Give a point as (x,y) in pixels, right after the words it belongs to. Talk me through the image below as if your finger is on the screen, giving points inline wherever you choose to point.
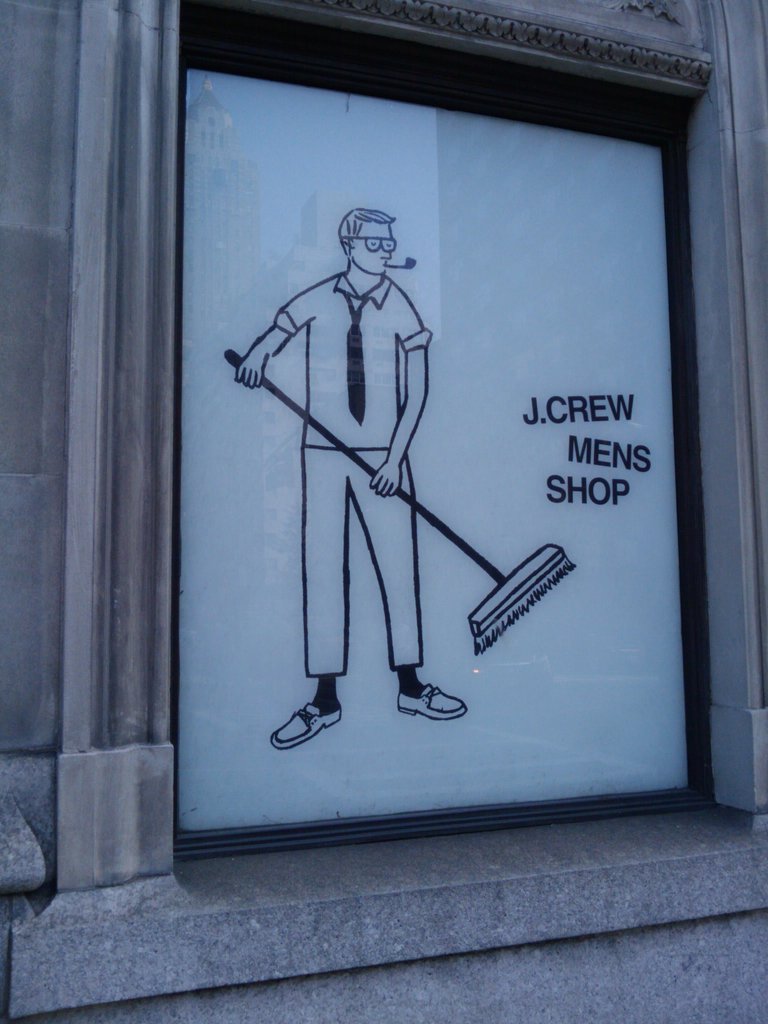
In the image there is a painting (210,472) on the wall (138,91) with a man (340,501) holding a broomstick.
